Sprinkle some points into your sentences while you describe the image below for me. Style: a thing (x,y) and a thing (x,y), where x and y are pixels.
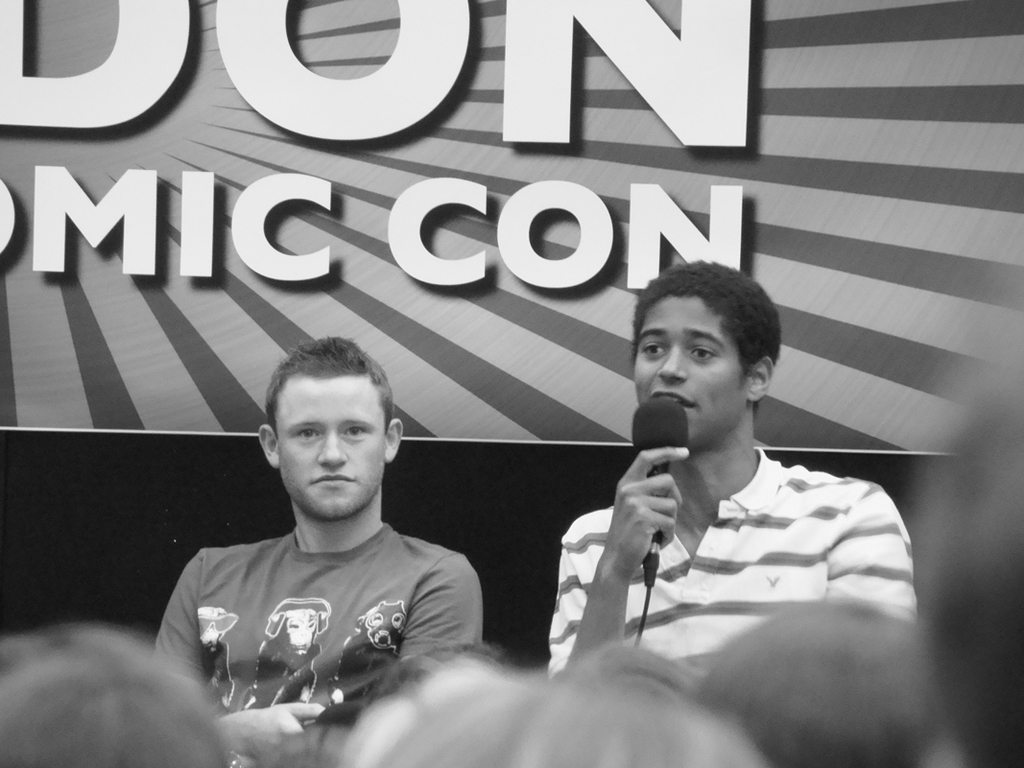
In this image I can see two men (217,563) where one is holding a mic (663,414).
